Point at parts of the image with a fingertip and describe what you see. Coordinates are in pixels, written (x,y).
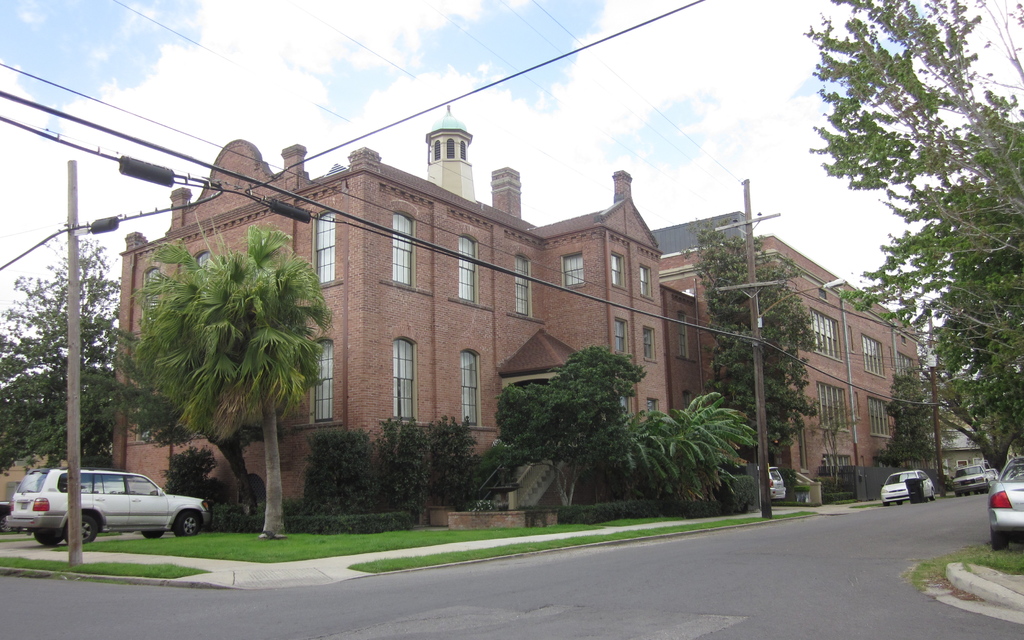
In this picture I can see many buildings (298,413). On the right (1015,493) I can see some cars (980,478) were parked near to the dustbin (909,488) and electric poles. On the left (84,500) I can see another car (94,510) which is parked near to the plants (219,506), grass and trees (275,486). At the top (417,41) I can see the sky (435,32) and clouds (423,6).
